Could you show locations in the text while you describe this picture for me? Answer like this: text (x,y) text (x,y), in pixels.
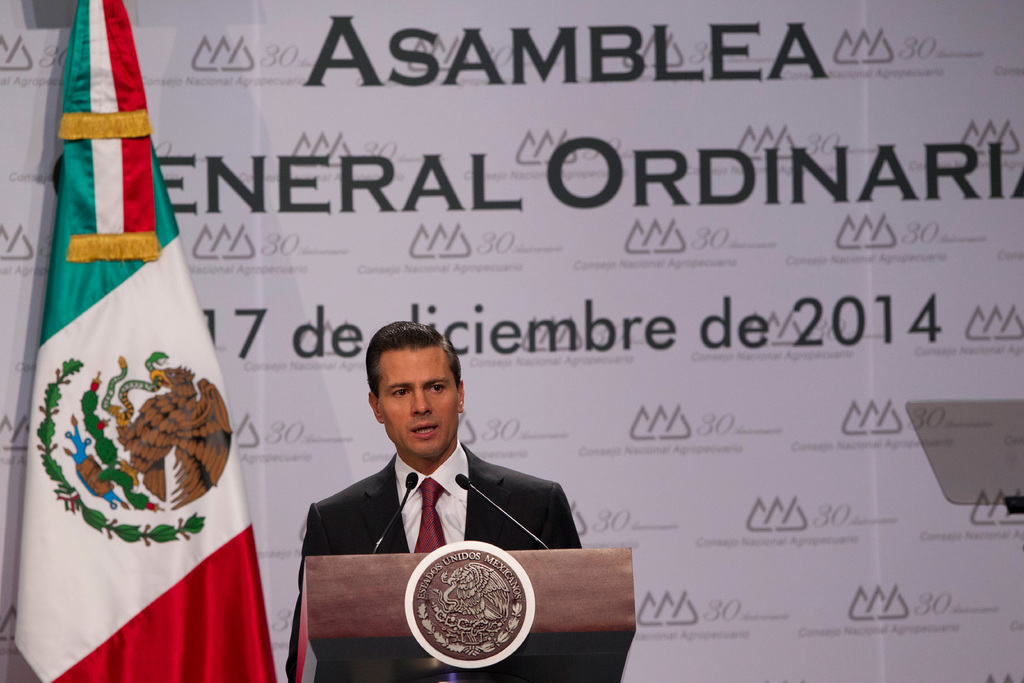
In this image I can see a man (399,445) is standing, I can see he is wearing a blazer (367,505), a white shirt (407,511) and a tie (422,508). In the front of him I can see a podium (472,603) and on it I can see two mics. On the front side of the podium (452,590) I can see something is written on it. On the left side of the image (63,663), I can see a flag (144,151). In the background (18,672) I can see a white colour board (280,161) and on it I can see something is written.
